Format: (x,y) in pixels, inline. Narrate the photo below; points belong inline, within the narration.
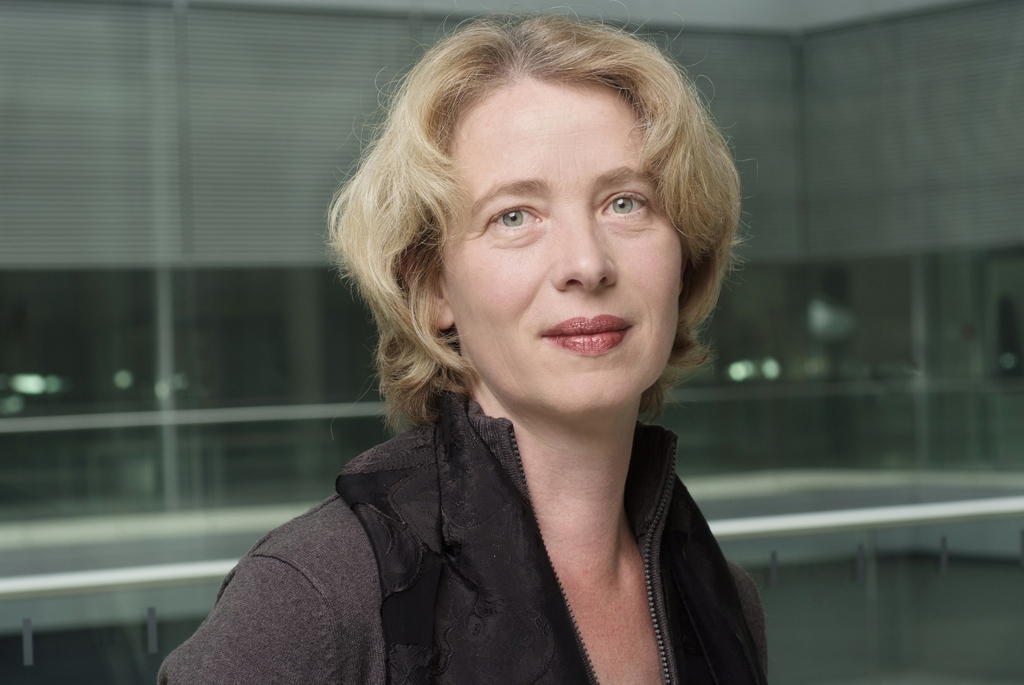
In the foreground of this picture (572,459), there is a woman (504,472) wearing brown jacket (304,588). In the background (70,116), there is a glass window (226,73) with window blind (227,150).
